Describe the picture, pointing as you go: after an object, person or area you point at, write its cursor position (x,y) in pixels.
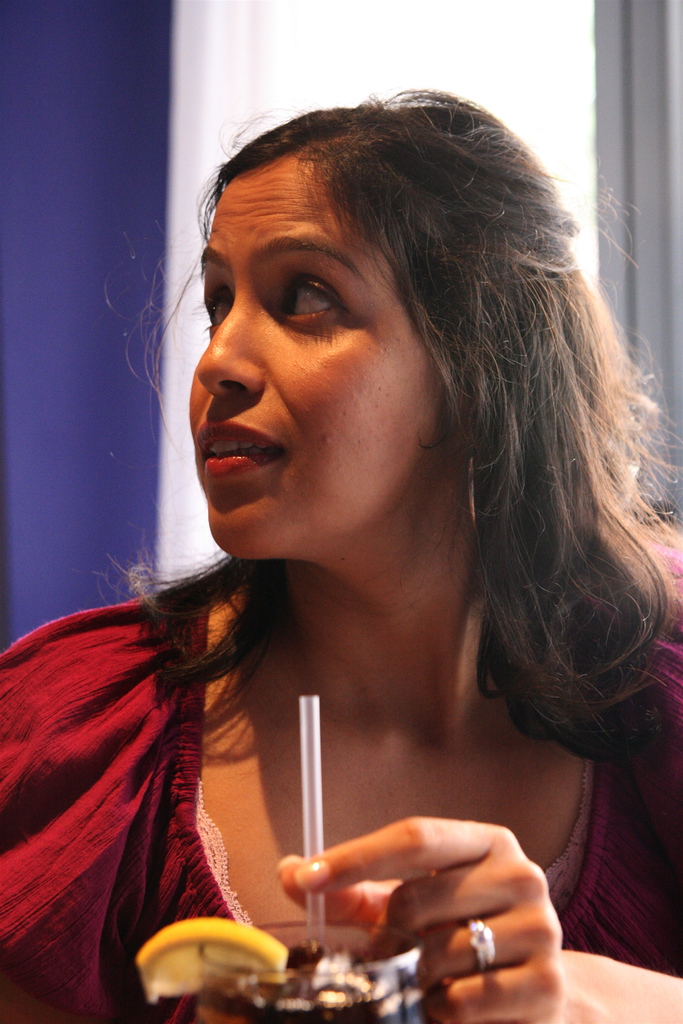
In the picture we can see a woman (665,966) sitting and holding a straw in the drink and she is wearing a red color dress (130,683) and looking to the side and in the background (227,62), we can see a curtain (184,228) which is white in color and a wall (142,21) which is blue in color.
